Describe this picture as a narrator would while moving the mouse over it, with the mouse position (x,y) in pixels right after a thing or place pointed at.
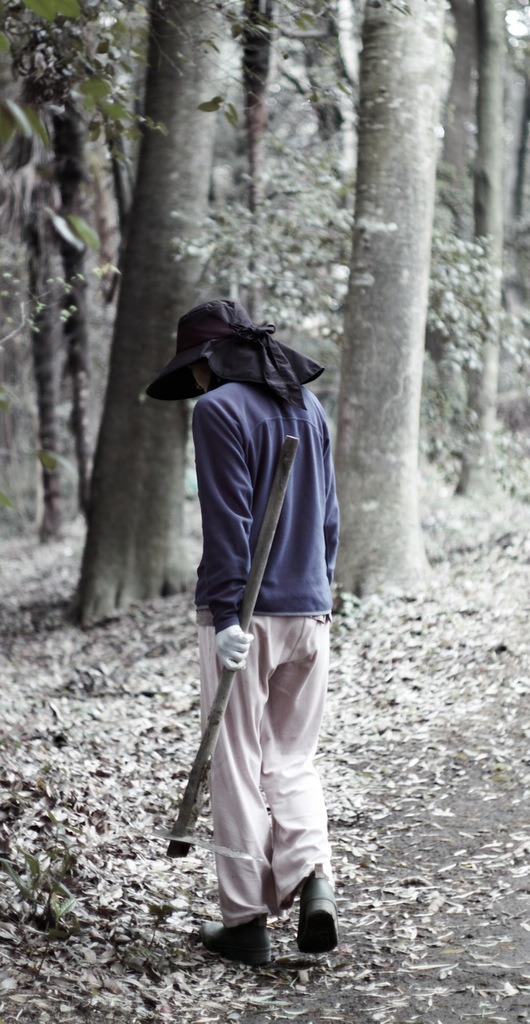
In this image we can see a person (245,861) holding an object (259,570), there are some trees (185,205), and leaves (86,794) on the ground (69,649).
